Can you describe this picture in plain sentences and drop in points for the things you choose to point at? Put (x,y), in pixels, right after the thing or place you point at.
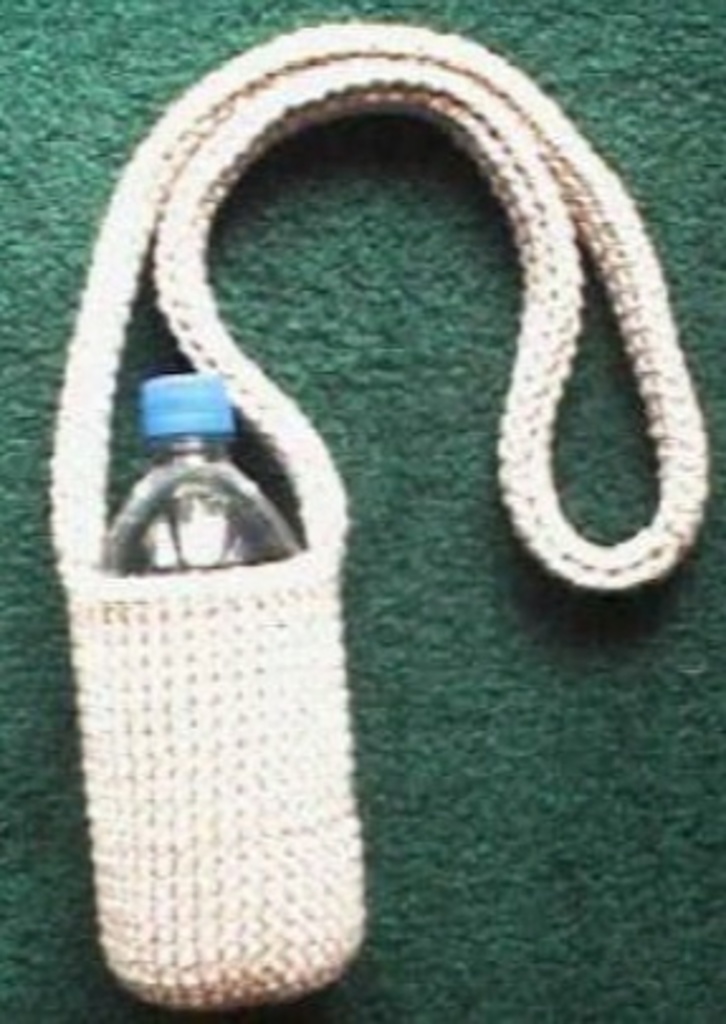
In this picture, this is a water bottle (189,524) on a carpet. Background of this bottle (169,412) is a carpet (393,576) which is in green color.
